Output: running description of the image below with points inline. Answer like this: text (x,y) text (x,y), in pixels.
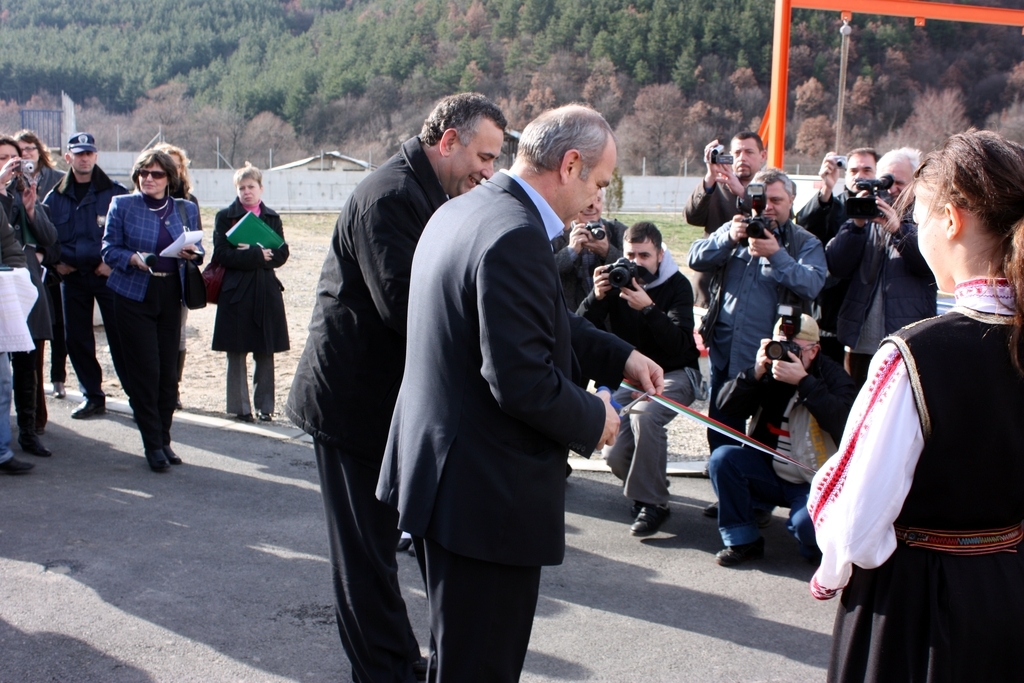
In this image we can see there are a few people (491,233) standing on the ground (207,235) and few people (729,277) holding a camera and papers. And there is the person (647,379) holding a scissor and cutting a ribbon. At the back (980,18) we can see the wall (331,201), poles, shed (286,164) and trees (496,72).
